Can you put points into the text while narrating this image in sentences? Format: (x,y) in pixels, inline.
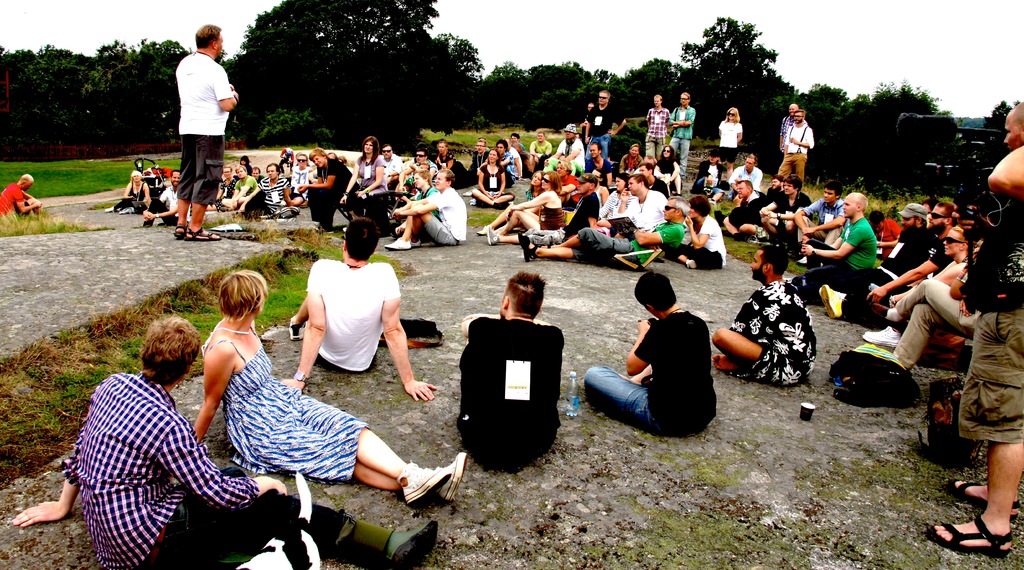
Many people (812,271) are sitting on the ground (157,271). There is a glass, bottle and a bag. Few people (980,284) are standing. The person (999,235) on the right (999,247) is holding a camera (977,163). There is grass (120,170) and trees (543,85) at the back (741,26). There is sky (832,30) at the top (832,30).
